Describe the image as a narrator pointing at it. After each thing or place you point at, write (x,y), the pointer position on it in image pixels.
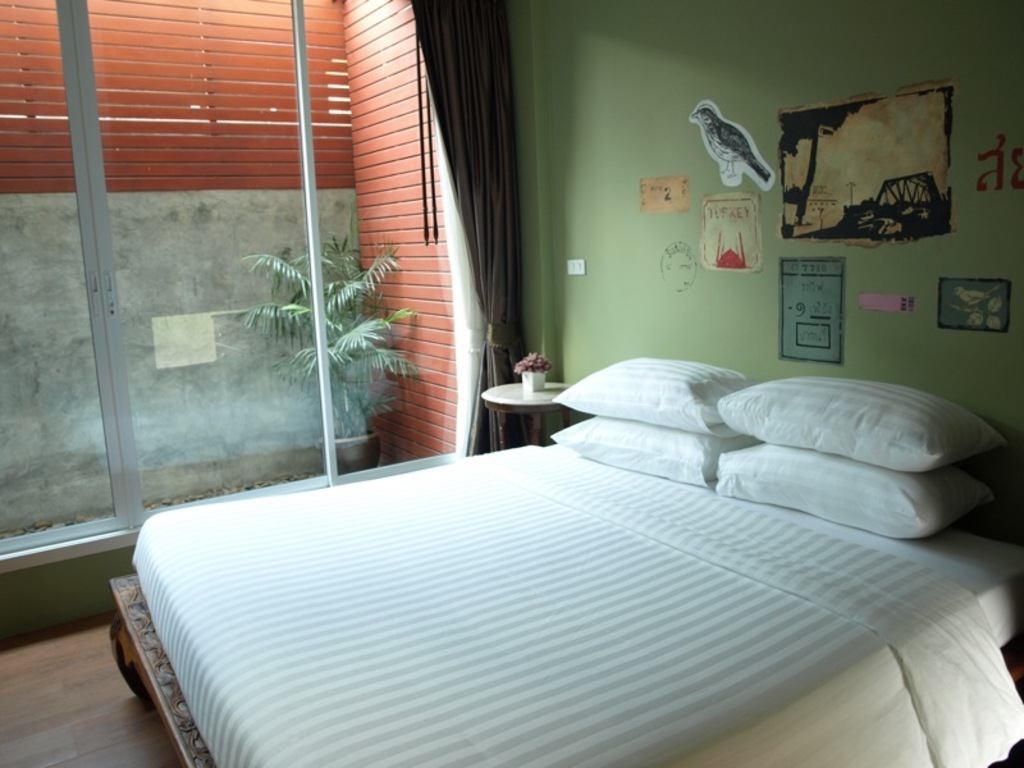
In this image there is a bed (716,541) with pillows (655,465) on it, beside that there is a table (551,392) with a flower pot (537,362) on top of it and there are paintings (791,219) on the wall (811,247). In the background (17,212) there is a glass door (170,316), in front of that there is a plant pot (342,354) on the balcony (274,391).
